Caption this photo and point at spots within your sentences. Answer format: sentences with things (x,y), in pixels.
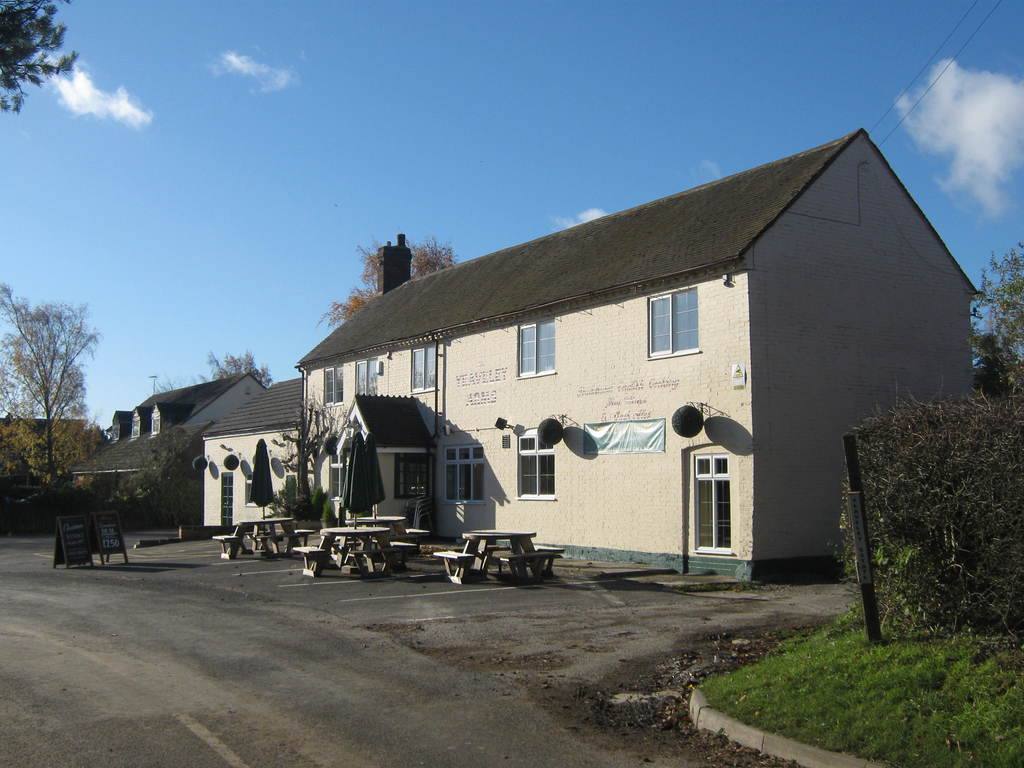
In this image there are buildings (347,387) and trees (17,422), in front of the buildings (435,451) there are benches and menu boards (87,559) on the road (251,593), at the top of the image (894,97) there are electrical cables (910,85) and clouds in the sky (234,192).
